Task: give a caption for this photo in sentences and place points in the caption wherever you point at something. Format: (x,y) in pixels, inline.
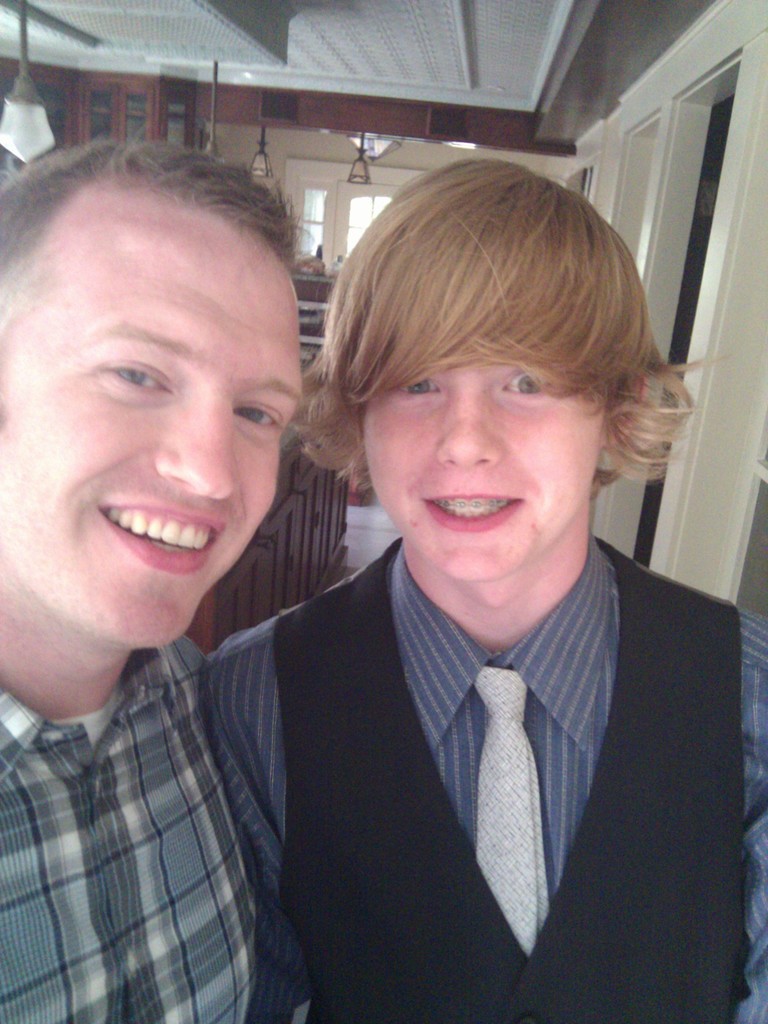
In the center of the image (385,485) we can see two persons (39,592) are standing and smiling. In the background of the image (403,148) we can see the windows (311,206), cupboards (170,91), wall (594,153), table (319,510), floor (350,519), lights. At the top of the image (359,38) we can see the roof (416,79).
